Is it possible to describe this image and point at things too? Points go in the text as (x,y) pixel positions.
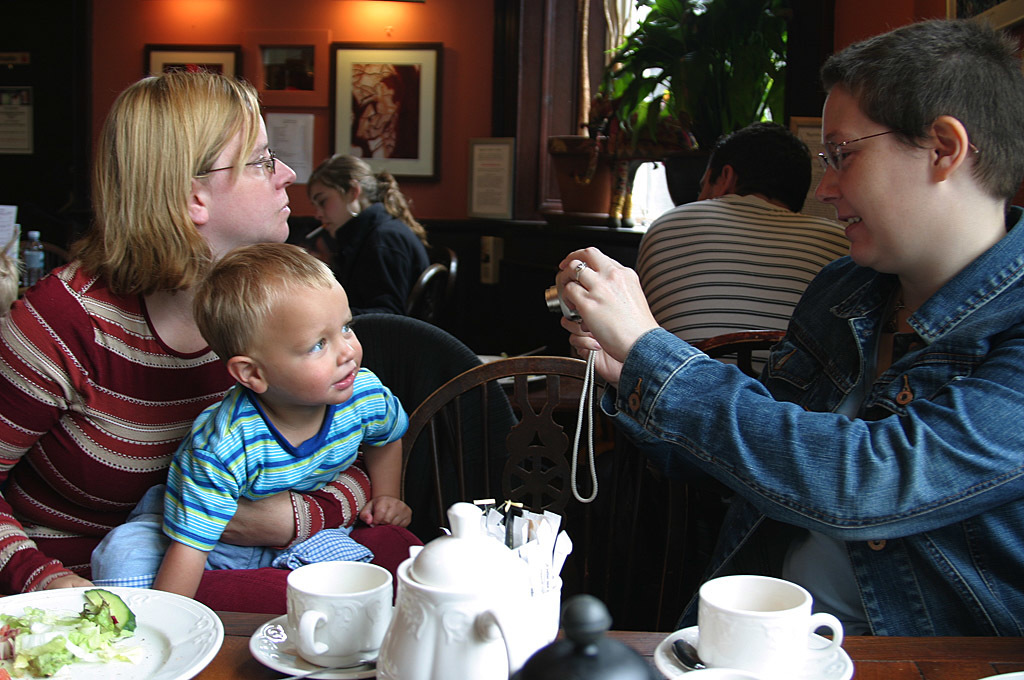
In this picture there is a woman (846,205) who is holding a camera (568,307). On the left (248,205) there is a woman (152,265) who is holding a boy (201,514). In the back (387,256) I can see two persons (794,295) who are sitting on the chair (766,331) near to the table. At the bottom (723,672) I can see the tea cups (748,628), saucers (308,666), plates (135,656), food (32,621) and other objects (526,653) on the table (874,649). In the top right (708,126) I can see the plant (705,70) which is placed near to the window (813,14). In the top left (174,62) I can see the painting (374,84) and photo frames (342,96) on the wall (453,111). In the background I can see water bottle (37,263) and other objects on the table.
